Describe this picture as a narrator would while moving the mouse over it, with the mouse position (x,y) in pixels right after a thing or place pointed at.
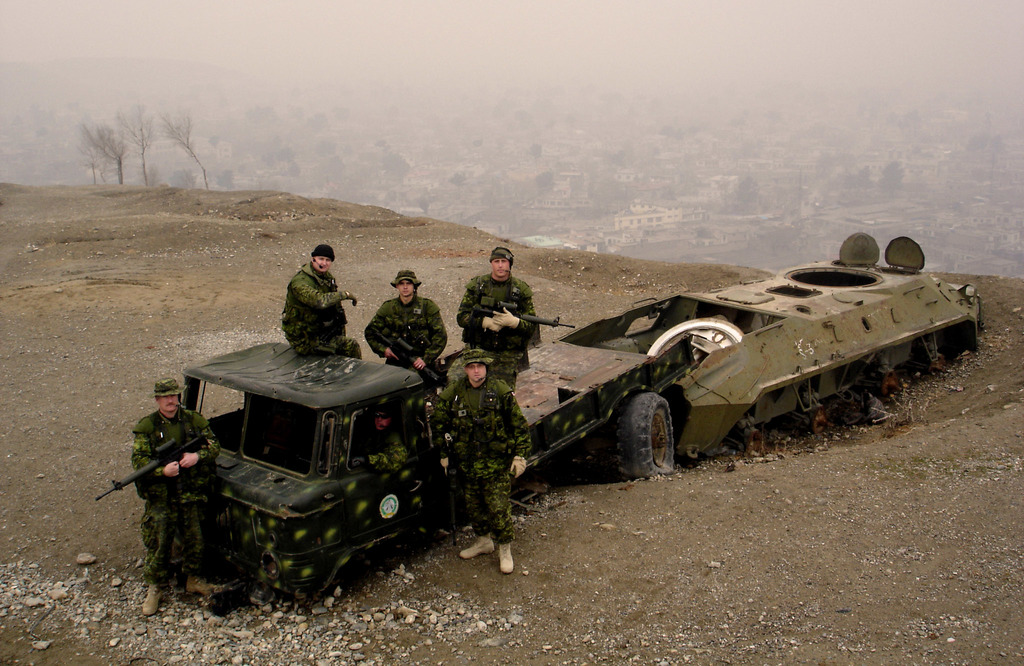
In this image there are two vehicles (640,317) on a land (843,593), two men (159,546) are standing holding guns (450,445) in their hands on a land (252,630) and two men (442,327) are standing on a vehicle (263,356) holding guns (400,353) in their hands (387,356), in the background (248,120) it is blurred.
